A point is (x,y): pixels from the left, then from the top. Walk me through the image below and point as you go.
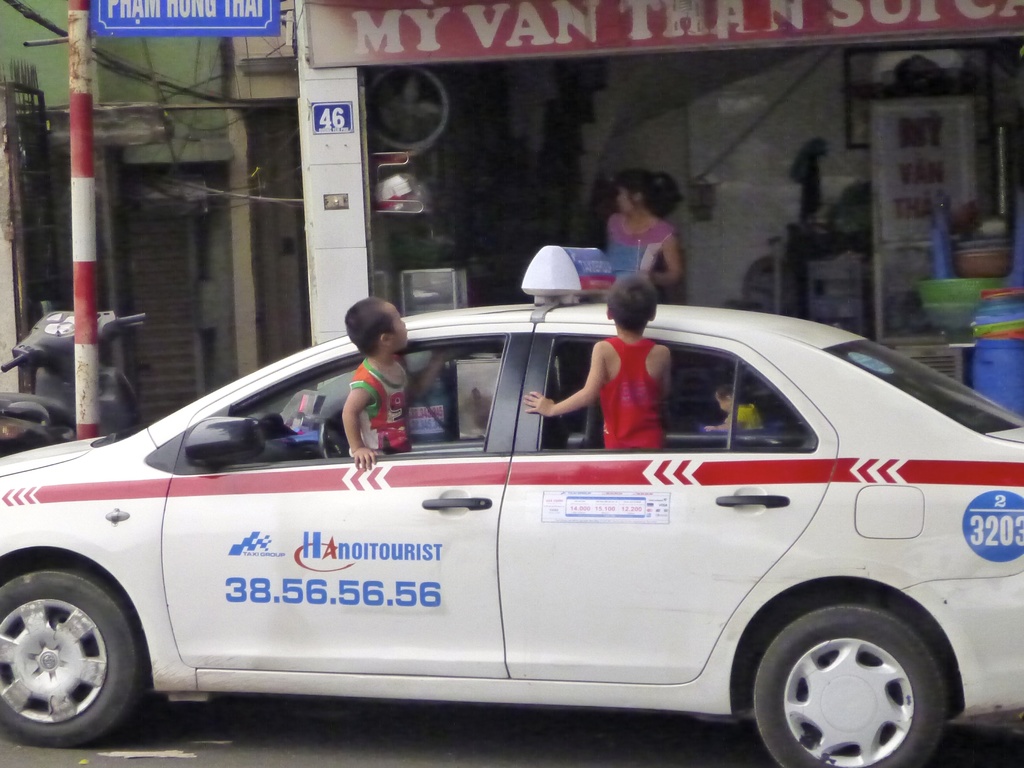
In this image we can see a car (490,552) and inside the car (472,454) there are two persons (375,437). On the car (492,422) we can see the text (542,508). Behind the car (247,607) we can see the buildings (463,168). On the right side (875,190), we can see group of objects (773,258) and a person (658,195) inside the building (724,212). On the left side (101,340), we can see a motorbike (25,400), a gate (19,234) and a board (116,35) with text (193,5) attached to a pole (89,140). At the top (506,11) we can see a board (705,23) with text (711,28).
